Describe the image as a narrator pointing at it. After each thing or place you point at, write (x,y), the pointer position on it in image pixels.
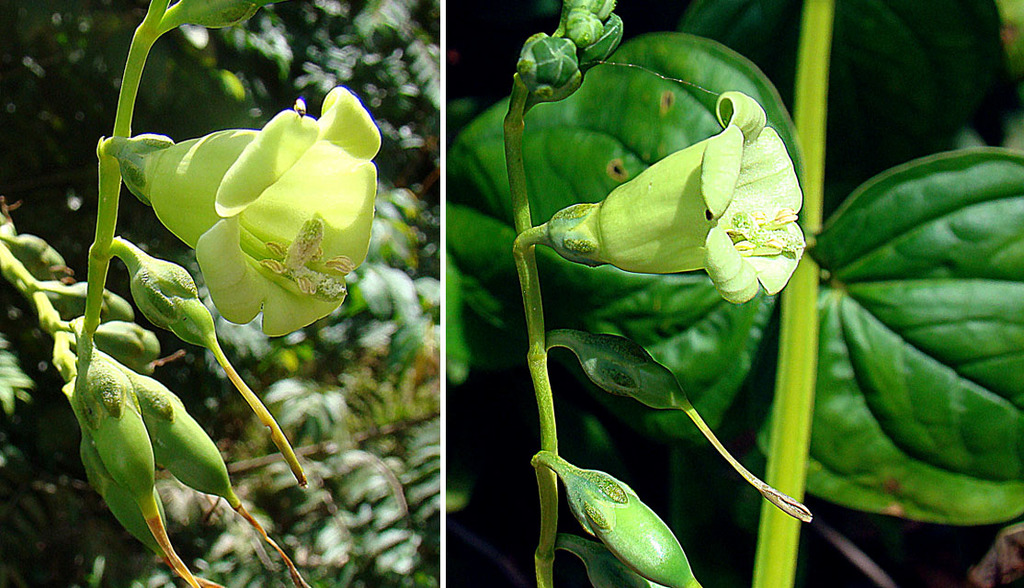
This is a collage, in this image in the center (530,225) there are flowers (352,231), leaves (895,360), plants (360,437) and trees (327,472).
